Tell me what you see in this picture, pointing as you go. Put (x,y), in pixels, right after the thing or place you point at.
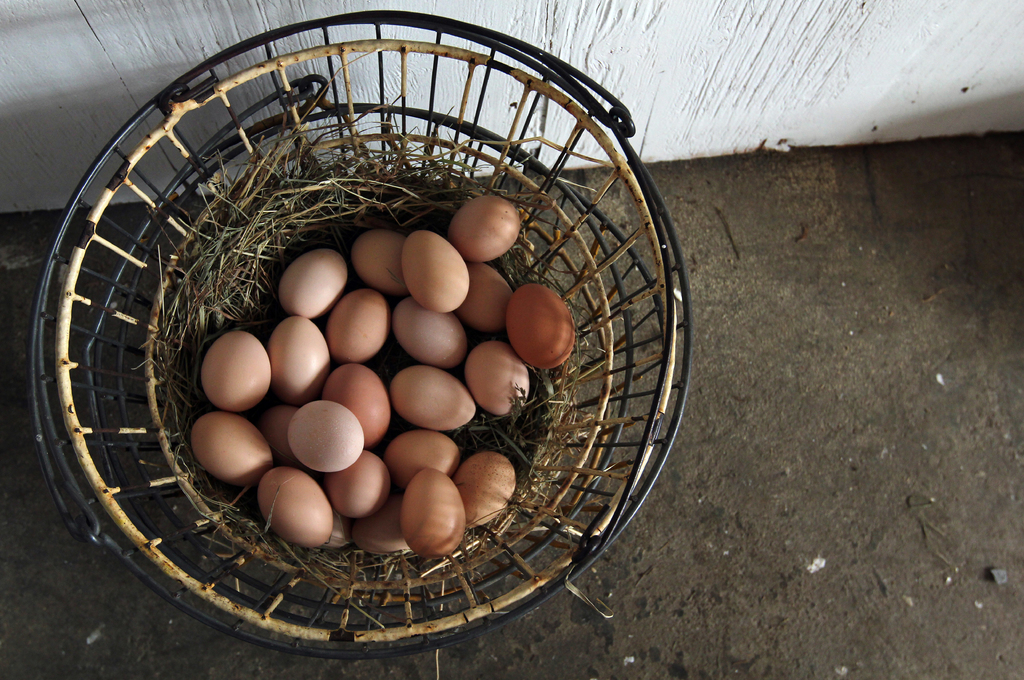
In this image there is a basket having grass (276,234) on which there are few eggs (332,300). Basket (402,135) is on the land (1020,366). Top of image (620,145) there is wall (526,143).
